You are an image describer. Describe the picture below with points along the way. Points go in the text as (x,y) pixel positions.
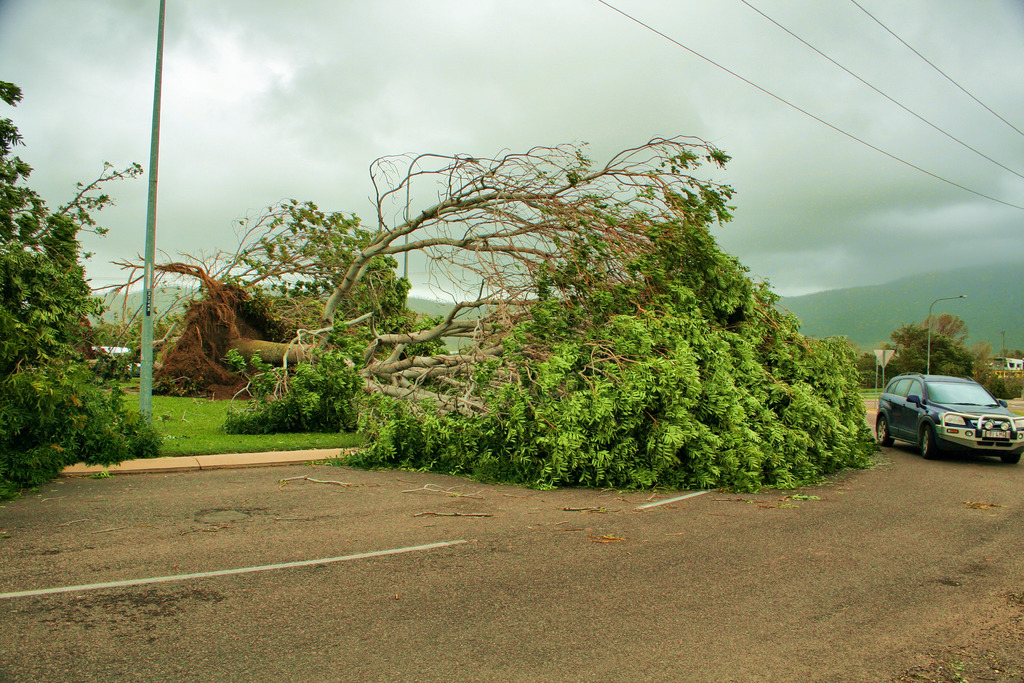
In this image I can see road (795,555) and on it I can see a vehicle (896,415) and few trees (387,459). I can also see grass (167,415), a pole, few wires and white lines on road (453,545). In the background (901,341) I can see a street light (928,352), few more trees (948,368), few buildings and cloudy sky (1002,26).
